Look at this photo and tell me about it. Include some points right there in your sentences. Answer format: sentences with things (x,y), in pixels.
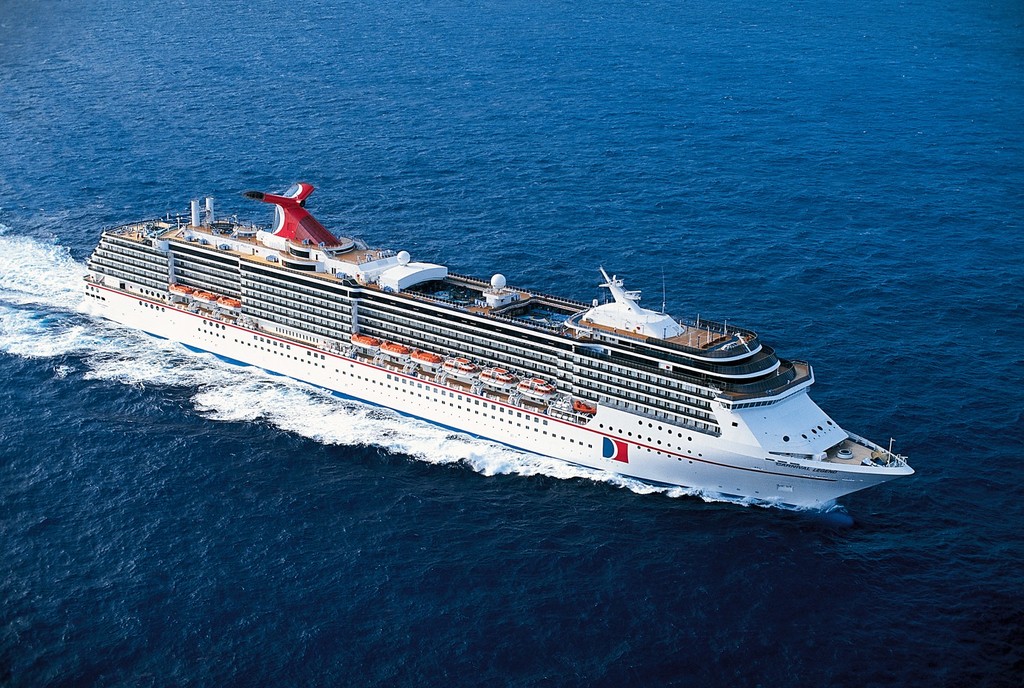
There is a white cruise (393,341) on the water (353,92).
